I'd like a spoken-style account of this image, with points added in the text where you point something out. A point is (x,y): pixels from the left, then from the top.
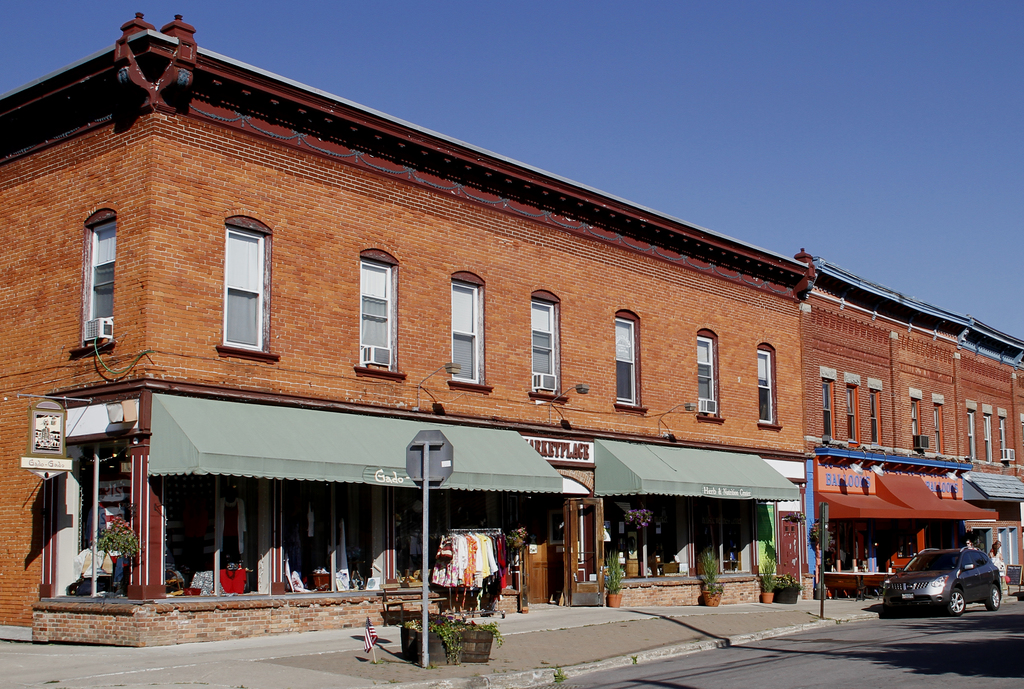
As we can see in the image there are buildings (375,380), windows (415,545), sign pole (426,580), plants (456,623), gray color car (949,563), clothes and a sky (549,163).
